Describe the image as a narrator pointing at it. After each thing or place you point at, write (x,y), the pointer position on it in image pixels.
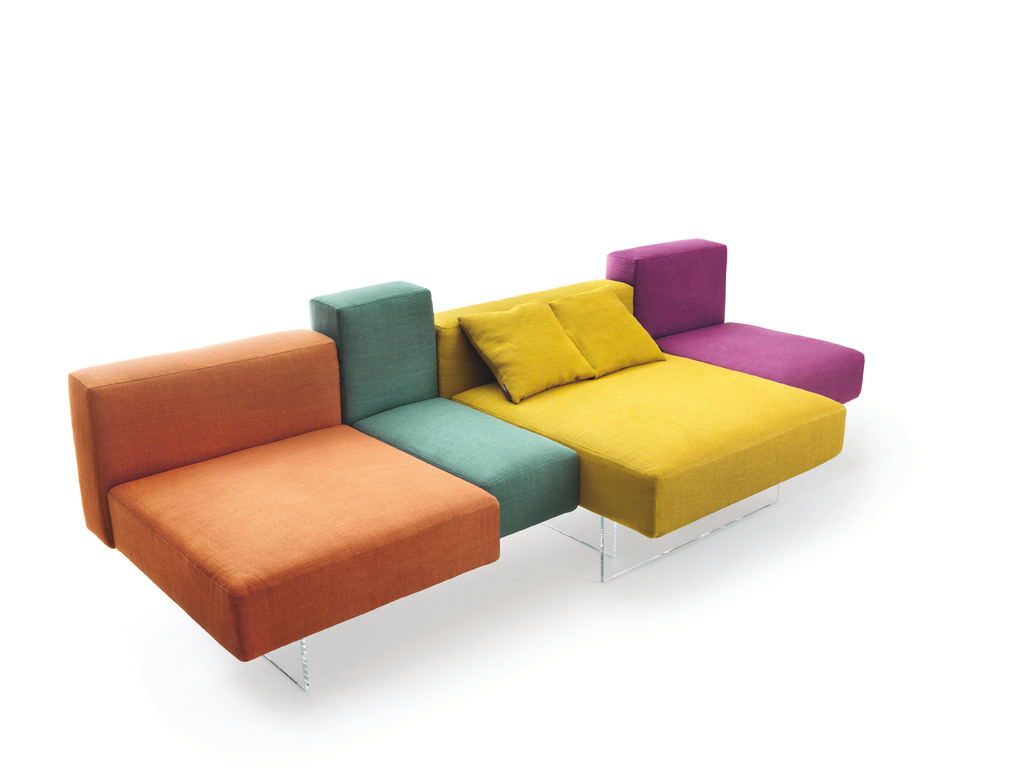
In this image I can see a couch (592,429) and a pillows (583,335). There are in different color. There are in orange, blue, yellow and purple.
